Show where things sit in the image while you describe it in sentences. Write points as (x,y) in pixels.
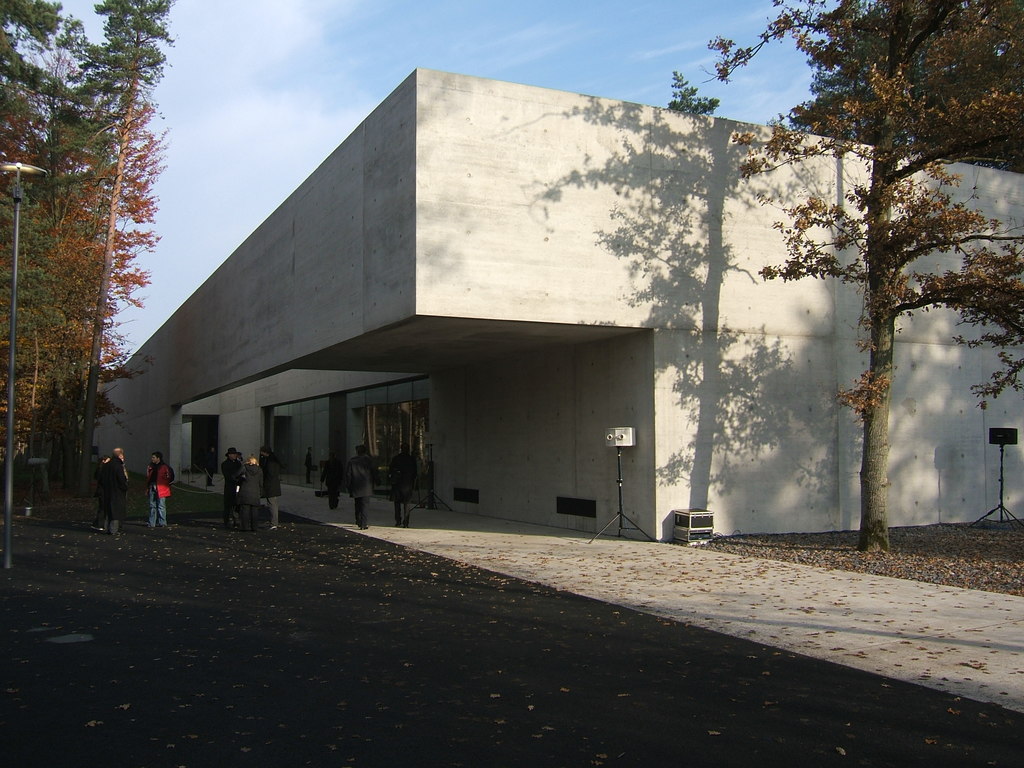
In this picture we can see the entrance (375,467) of a building (535,429), in front of which people (248,464) are standing. There is also a walking path (759,574) surrounded with grass field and trees (105,253). Here the sky (597,78) is blue.
